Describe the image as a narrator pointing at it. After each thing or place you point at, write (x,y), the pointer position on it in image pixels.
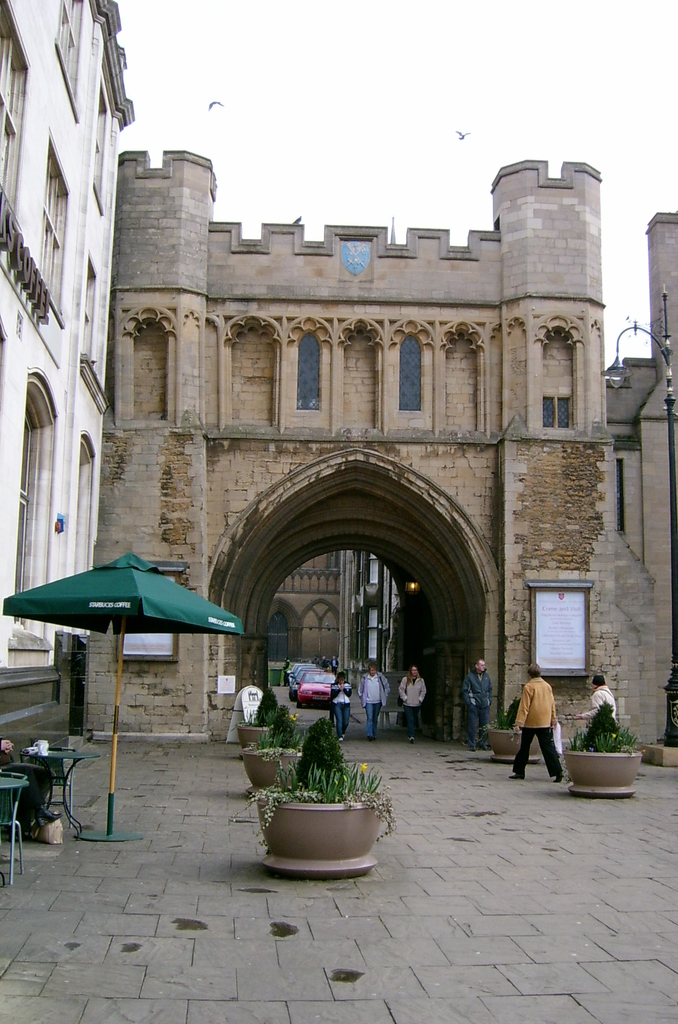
In this image there is the sky (434,119) truncated towards the top of the image (380,112), there are birds (461,138) flying in the sky (331,115), there are buildings (603,393), there is a building (658,494) truncated towards the right of the image (623,453), there is a building (42,276) truncated towards the left of the image (64,381), there is a street light (619,381), there is a pole (677,554) truncated towards the right of the image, there are boards (556,598) on the wall (556,533), there is text (559,609) on the board (543,628), there are group of persons (538,693) walking, there are persons (547,710) holding an object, there are vehicles (311,677), there are plants (327,726), there are flower pots (323,855), there are objects (29,750) truncated towards the left of the image (12,794), there is an umbrella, there is the ground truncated towards the bottom of the image (384,946).
